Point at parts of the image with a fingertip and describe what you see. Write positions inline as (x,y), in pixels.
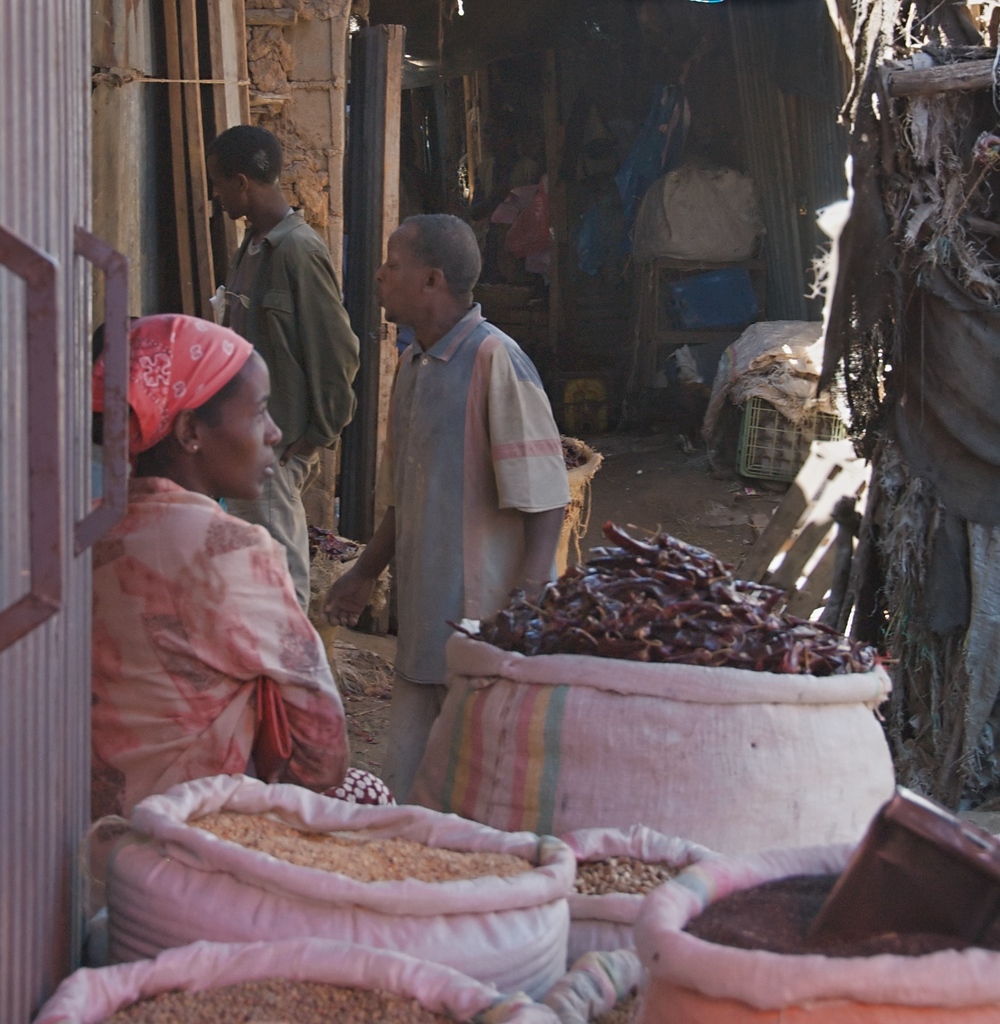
In the picture we can see some bags of cereals (209,992) and near it, we can see a woman (246,736) sitting and beside her we can see two men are also standing and in the background (837,465) we can see some objects (774,368).
